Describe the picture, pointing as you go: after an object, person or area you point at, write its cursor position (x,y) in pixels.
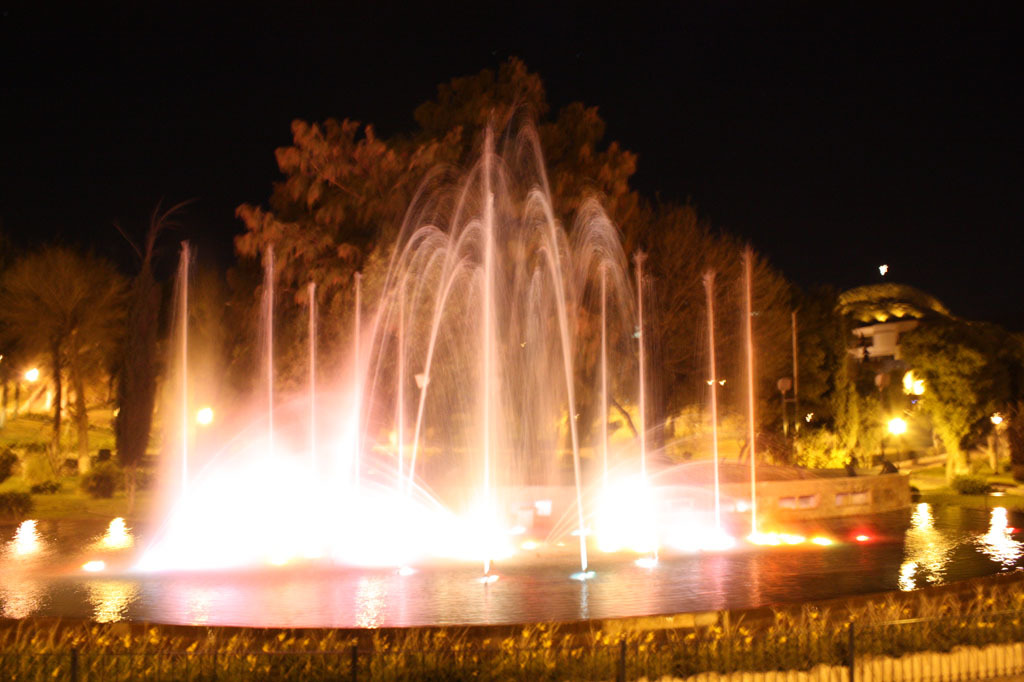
There is fencing (959,657). Outside this fencing (976,654), there are plants (948,601). In the background (243,513), there are waterfalls (283,547) on the water (548,583), there are lights (914,392) and trees (941,410). And the background (1007,359) is dark in color.
